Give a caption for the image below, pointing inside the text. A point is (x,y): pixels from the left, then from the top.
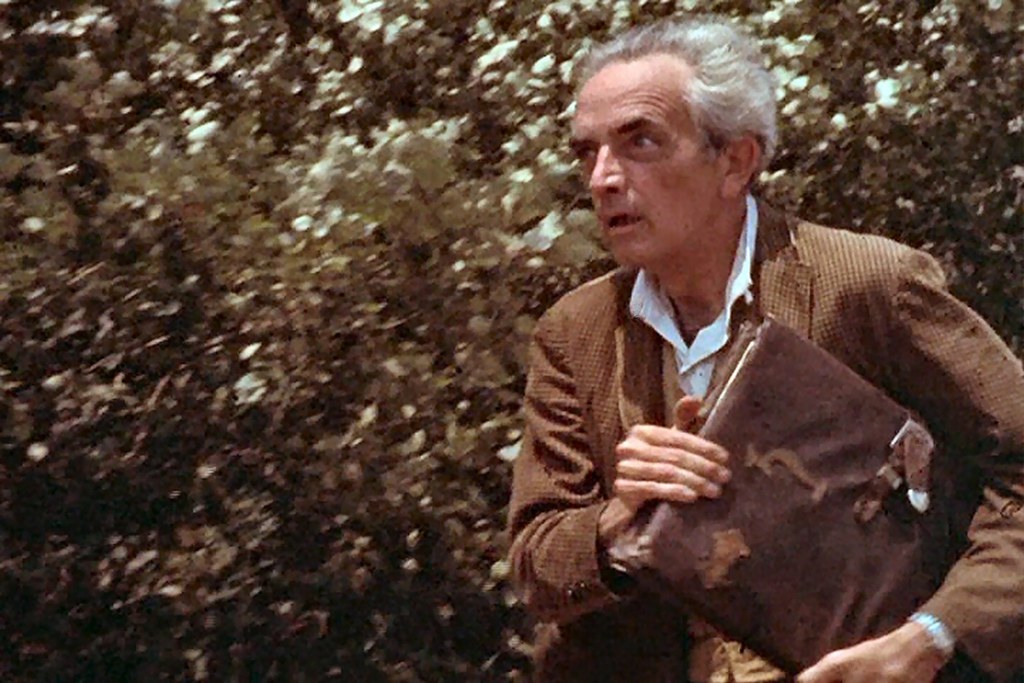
In this image we can see a person (873,337) holding a file (805,564), and there are some trees (524,302).
